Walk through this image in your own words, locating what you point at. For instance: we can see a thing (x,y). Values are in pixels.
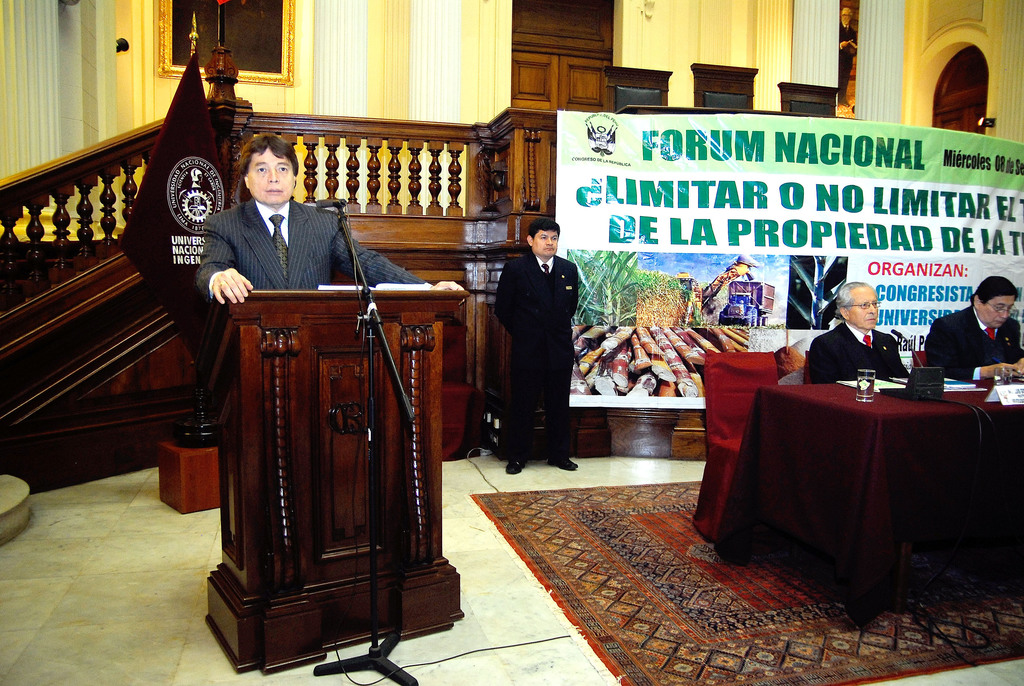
This image is clicked inside a room (528,621). To the left (288,220) there is a man (262,234) standing at a podium (306,372). In front of the podium (300,312) there is a microphone (345,206) to its stand (376,319). To the right (973,337) there are two people (844,342) sitting on the chairs (739,386) at the table (845,429). On the table (827,436) there are papers (894,385), glasses (875,389), name boards (1011,394) and microphones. There is a man (547,298) standing behind them. In the background (453,171) there is a wooden railing (374,130). There is a banner (624,145) to the railing (517,167). There is a flag (174,162) to a pole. There are picture frames (275,49) hanging on the wall (721,46). At the top (586,26) there are doors (569,28) to the wall (104,3). There is a carpet (684,621) on the floor (531,607).
